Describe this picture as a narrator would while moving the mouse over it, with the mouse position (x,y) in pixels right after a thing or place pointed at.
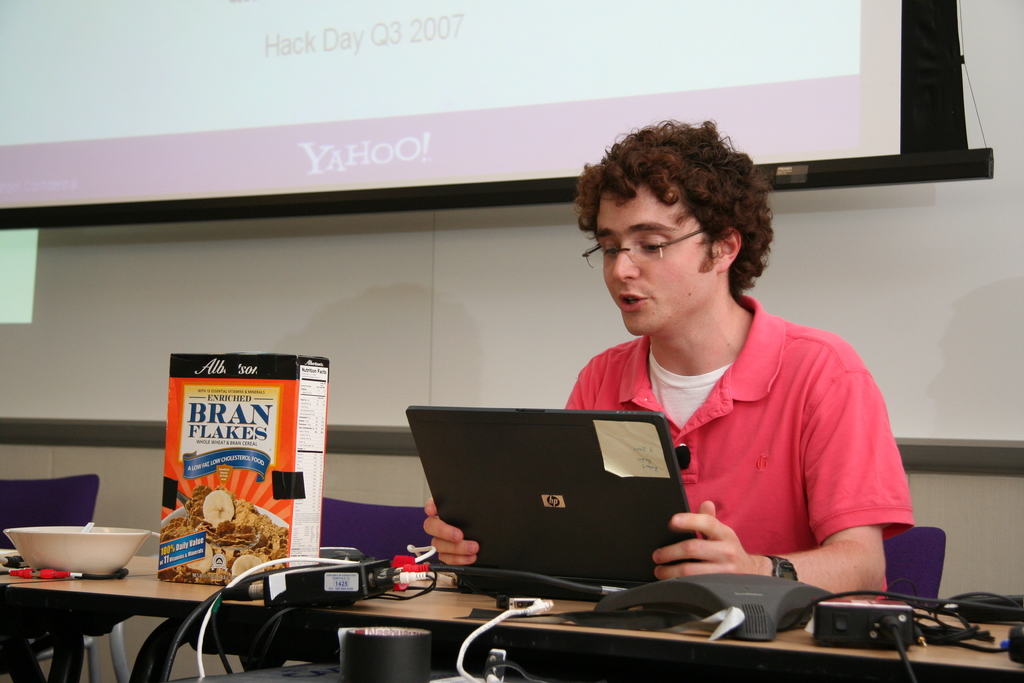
In the image we can see one person (702,450) sitting on the chair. in front (598,525) there is a table (149,566) on table (480,595) we can see laptop (545,474), box (310,494) written as "Bran Flakes",bowl (63,541), wires (400,588), tape (384,631) etc. in the background (642,73) there is a screen (164,155), wall (466,305) and few empty chairs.
